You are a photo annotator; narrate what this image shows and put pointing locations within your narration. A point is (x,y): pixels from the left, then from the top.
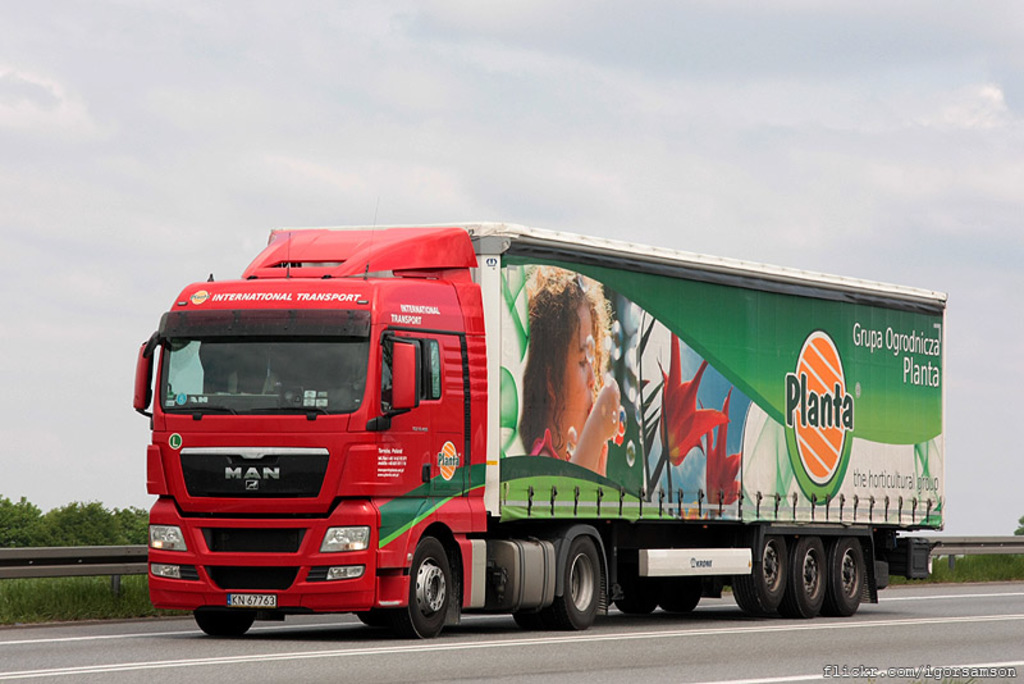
In this image I can see a red color truck (312,355) on the road (491,644) which is facing towards the left side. Inside the truck (236,373) there is a person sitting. Behind the vehicle (244,405) I can see the railing (62,555), grass (67,579) and trees (64,530). At the top of the image (318,78) I can see the sky (330,82).
